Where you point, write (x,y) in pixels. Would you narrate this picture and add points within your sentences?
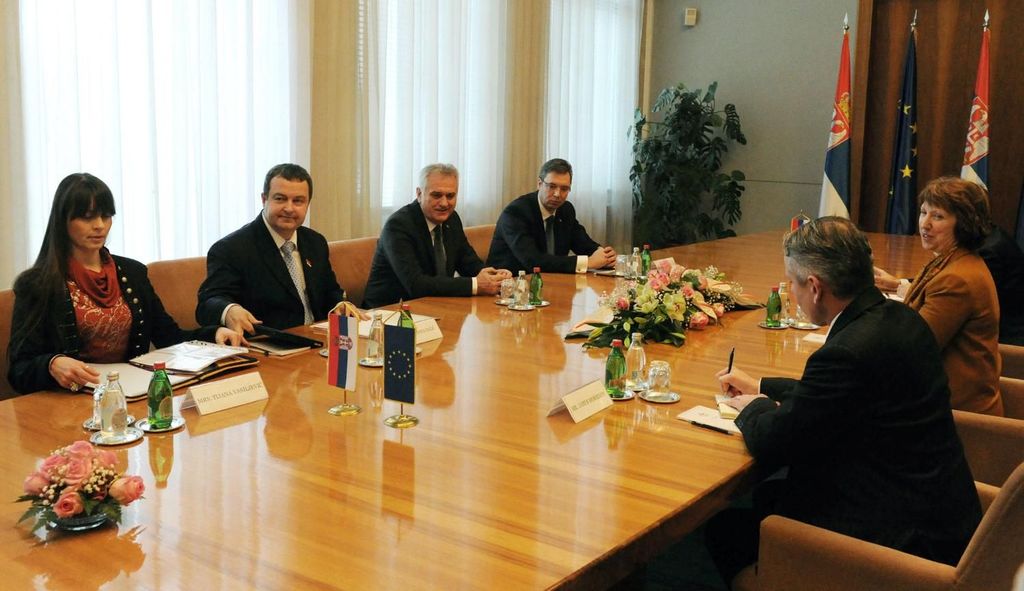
In this image I can see number of people (593,262) are sitting on chairs (984,484). On this table (181,514) I can see few flags (345,381) and bottles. In the background (695,196) I can see a plant (715,89) and three more flags (842,169).
